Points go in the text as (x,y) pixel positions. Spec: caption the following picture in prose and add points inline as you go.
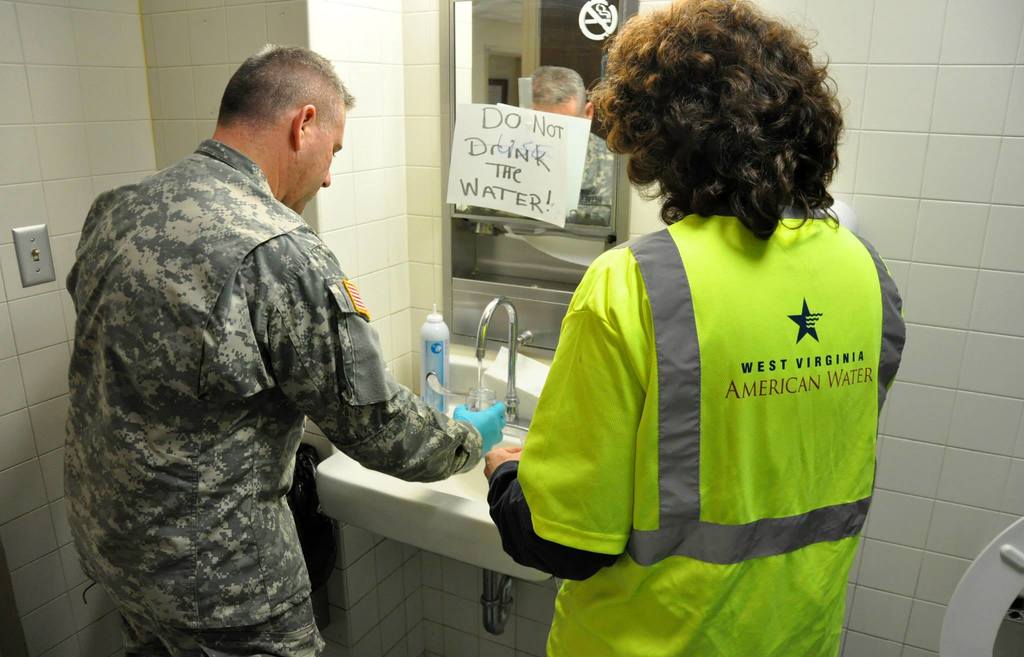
I can see two people (271,468) standing. This is the washbasin (460,482) with the tap (507,402) attached to it. This man (266,381) is holding a glass (485,399) and filling with water (480,388). This is the mirror (583,77), which is attached to the wall (648,9). I can see a paper (515,180), which is attached to the mirror (464,79). These are the tiles (34,207).
